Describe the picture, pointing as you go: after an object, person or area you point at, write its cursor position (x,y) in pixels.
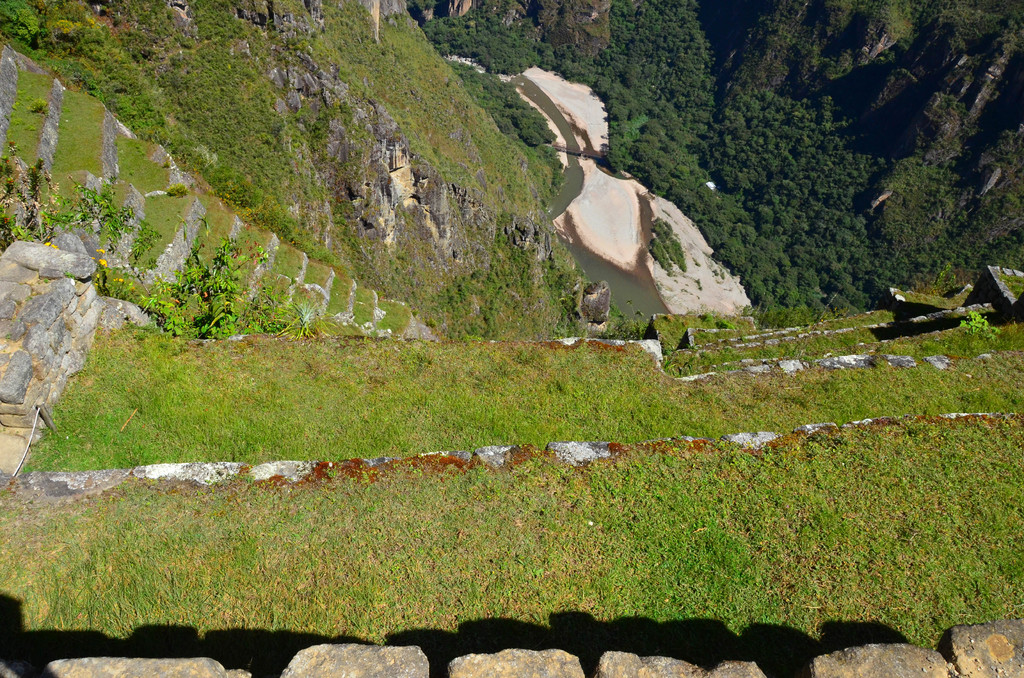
In this image I can see some grass (588,496) on the ground (506,525), few rocks (451,670), few stairs (337,294), few plants (213,289) which are green in color and few flowers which are yellow in color. I can see the ground (591,186), the water (615,299) and few trees (756,144) which are green in color.
